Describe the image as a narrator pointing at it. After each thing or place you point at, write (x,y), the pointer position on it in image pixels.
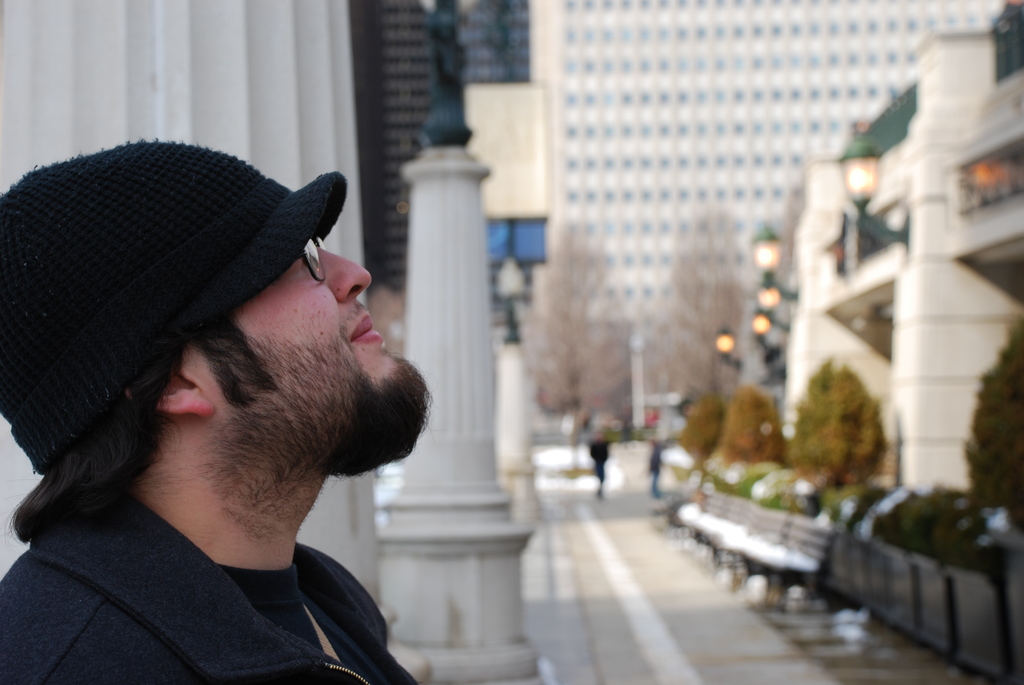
In this image I can see the person (134,328) standing in-front of the building (176,98). The person (129,331) is wearing the black color dress (203,623) and the hat (126,282). To the right (839,461) I can see the trees (800,465). In the back (562,345) I can see few more trees (562,327) and the building (598,159). I can also see few people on the road (620,512) but it is blurry.
